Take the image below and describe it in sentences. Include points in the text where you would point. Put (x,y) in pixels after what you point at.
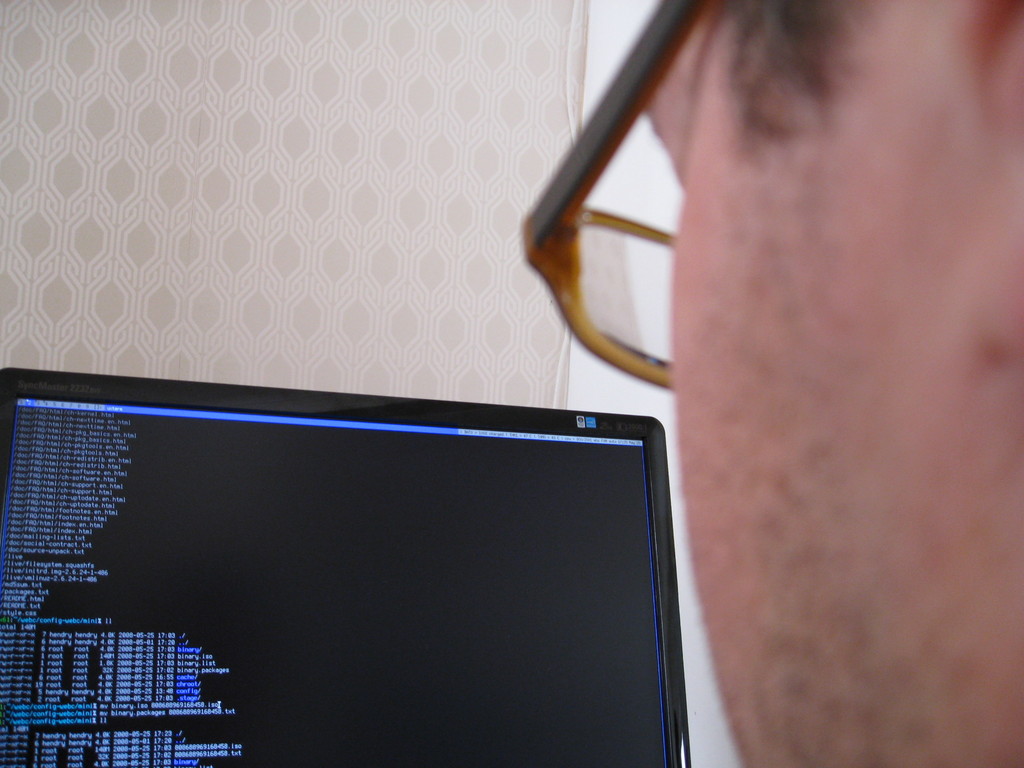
This is the picture of a person face (675,264) to which there are spectacles (638,99) who is in front of the screen (244,578) in which something is displayed.
